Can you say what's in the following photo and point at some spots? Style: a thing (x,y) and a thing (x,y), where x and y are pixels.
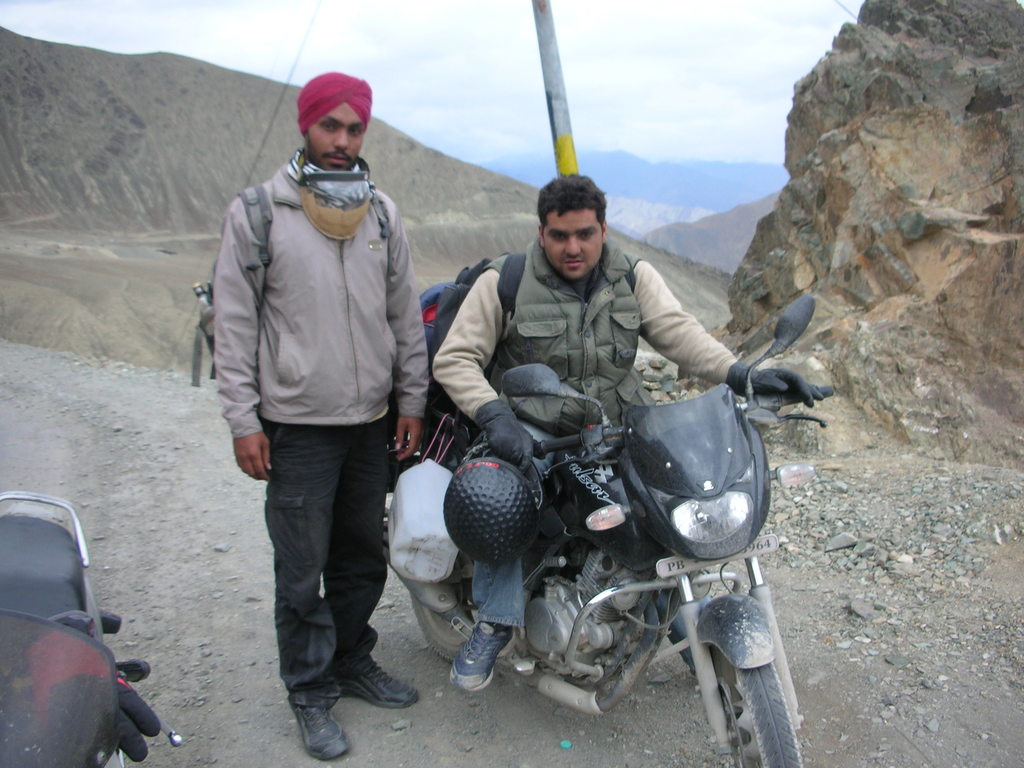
In this image i can see a person (581,331) wearing a jacket (554,319) and a bag (504,320) sitting on a motor bike (572,522), and to the left of the image (253,228) i can see another person (274,338) standing and wearing a bag (263,212). In the background (228,178) i can see few mountains (729,209) and the sky (685,80), and to the left bottom of the image (19,519) i can see a motor bike (23,553).
